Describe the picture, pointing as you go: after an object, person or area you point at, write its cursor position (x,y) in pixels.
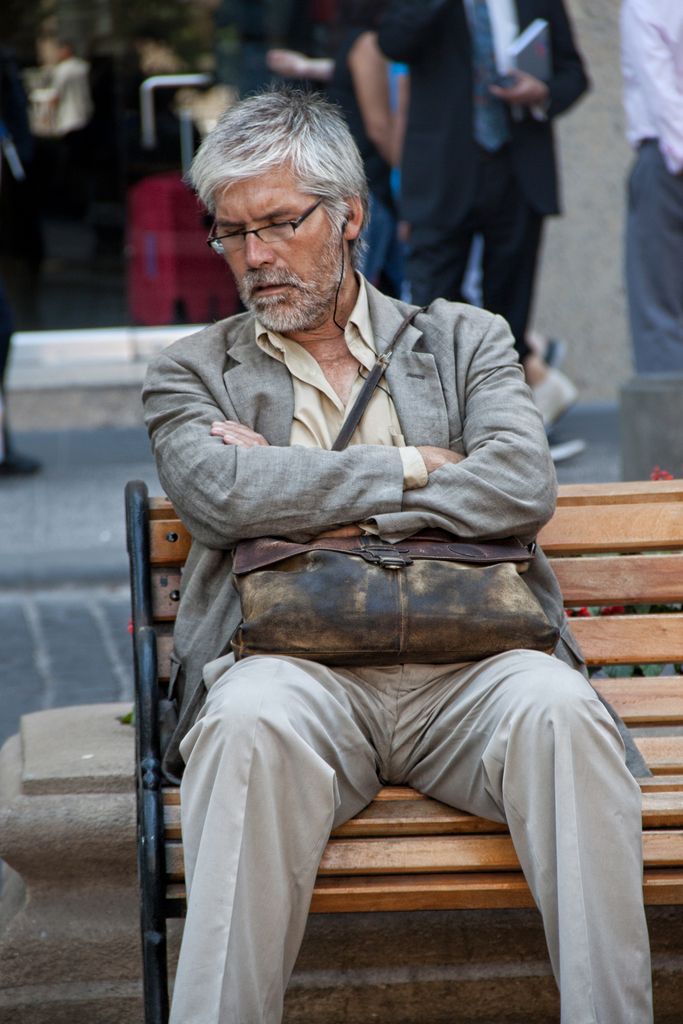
In the center of the image (280,525), we can see a man (365,435) sitting on the bench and wearing a bag (353,410) and glasses (228,235). In the background (298,84), there are some other people (396,117) and we can see a trolley bag (160,218) and there is a person (440,101) holding a book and we can see a wall (544,246) and some plants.
